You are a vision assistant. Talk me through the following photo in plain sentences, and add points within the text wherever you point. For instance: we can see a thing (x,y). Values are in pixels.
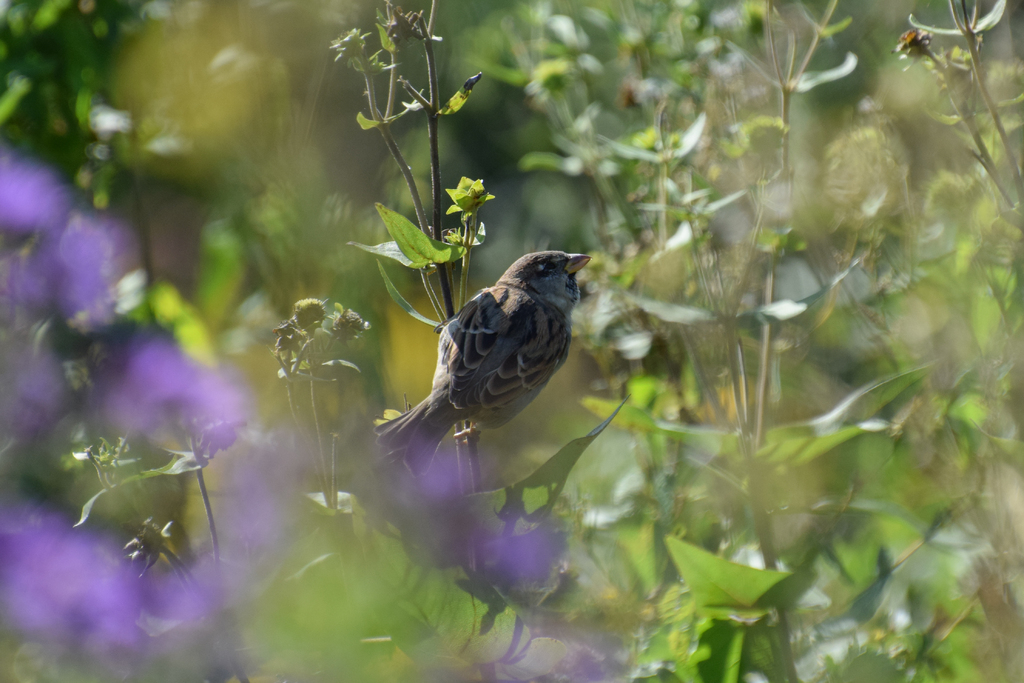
In the image we can see in front (361,576) the image is blurred and there is a bird (504,348) sitting on the plant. Behind there are plants (631,316).
